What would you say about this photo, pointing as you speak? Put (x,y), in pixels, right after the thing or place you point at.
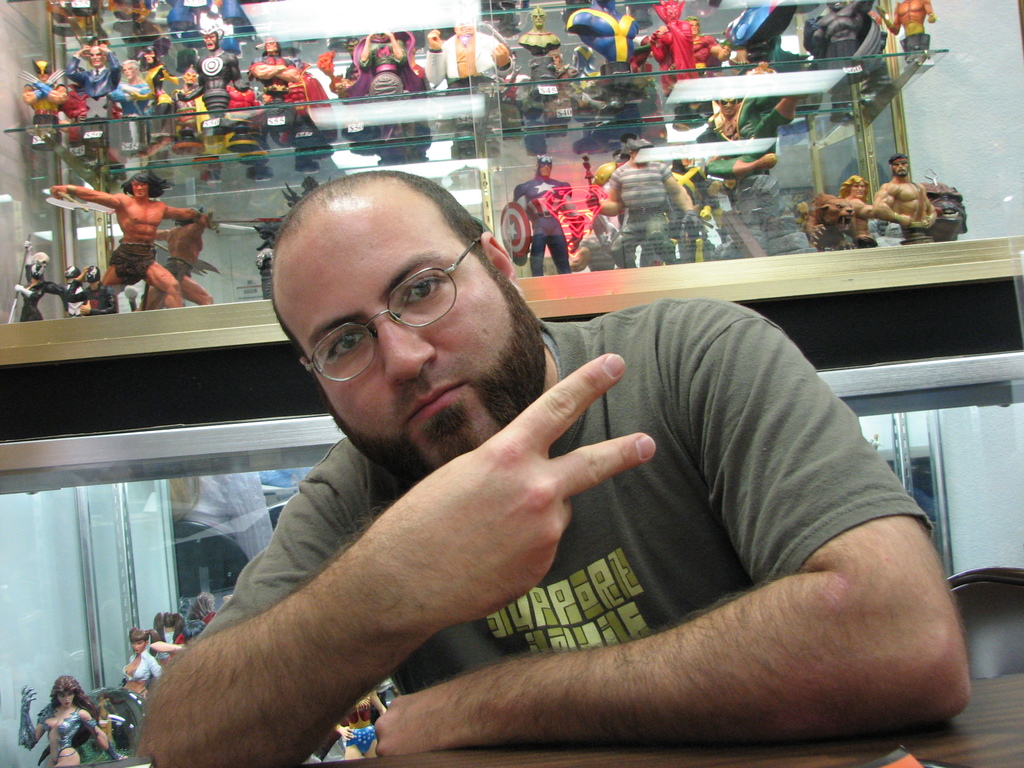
This picture describe about a man (685,506) wearing green color t-shirt (650,531) with beard (517,341) and specs (423,301), sitting in the toy shop (971,194) and giving a pose into the camera. Behind we can see a glass box (893,243) full of toys (901,198).
